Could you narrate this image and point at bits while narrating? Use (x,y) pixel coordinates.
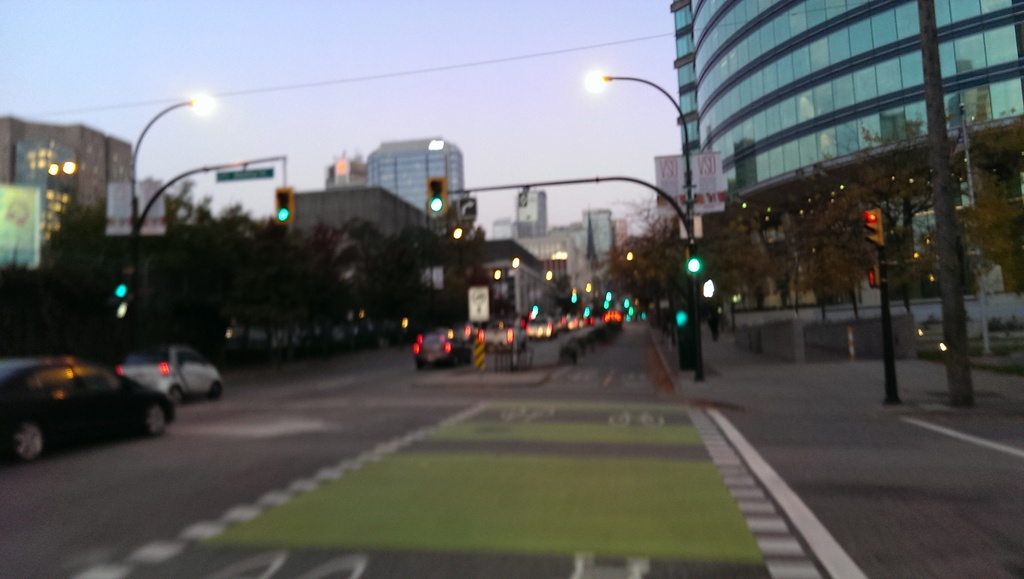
This image is taken outdoors. At the top of the image (210,63) there is a sky (407,98). At the bottom of the image (533,493) there is a road (363,481). In the middle of the image (457,350) many cars (439,346) are moving on the road (605,409). There are a few trees (342,277) and there are many poles (985,291) with street lights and signal lights (429,200). There are many buildings (421,170). On the left side of the image (16,450) two cars (166,401) are moving on the road (182,479) and there is a board (22,255).
